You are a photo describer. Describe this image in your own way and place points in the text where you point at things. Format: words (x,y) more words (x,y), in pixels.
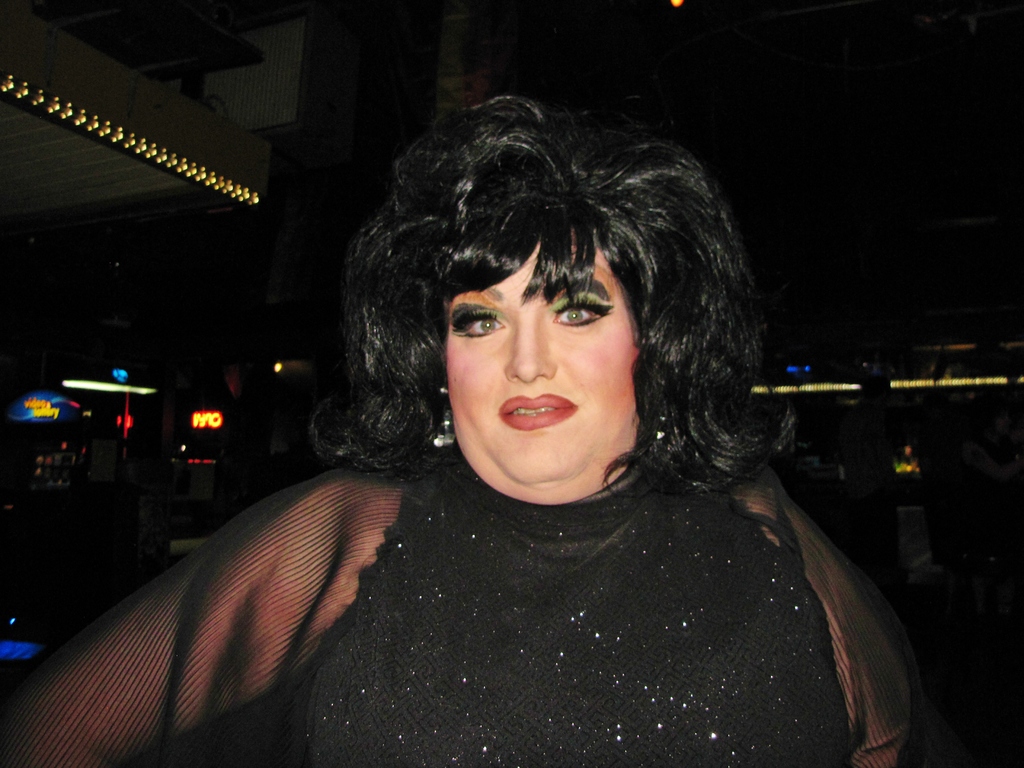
In the picture we can see a woman (566,548) wearing a black dress (555,549) and it is shining and in the background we can see some lights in the dark.
